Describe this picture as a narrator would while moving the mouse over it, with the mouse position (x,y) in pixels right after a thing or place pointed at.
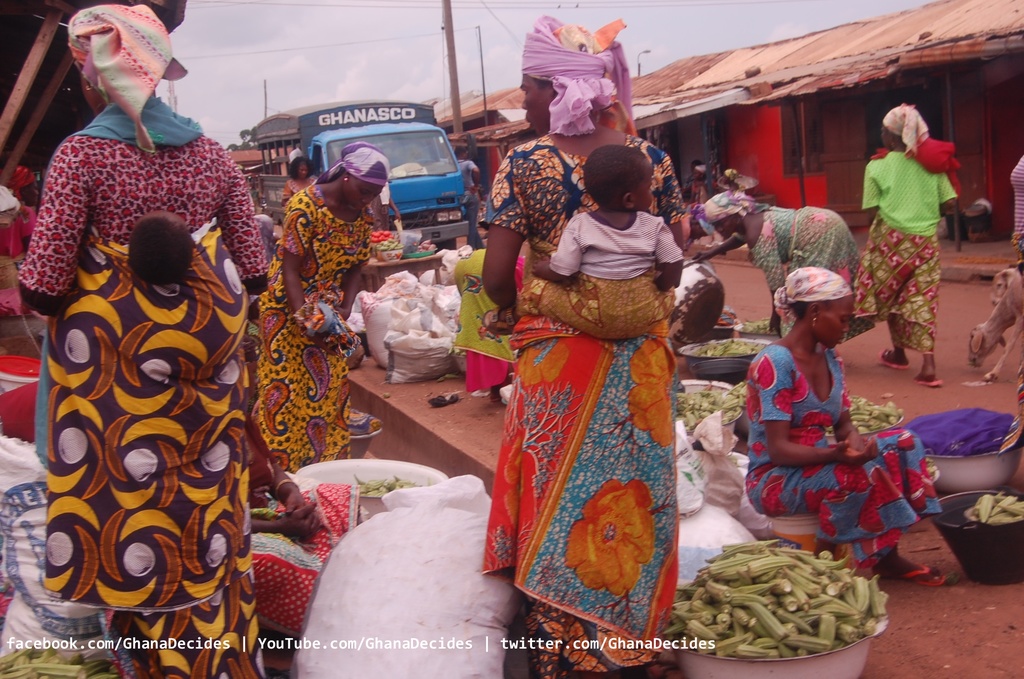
In this image there is a vehicle (453,216) on the ground (932,660), beside that there are some huts (1010,75) also there are some baskets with vegetables (810,559) and people (598,326) carrying their babies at their back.
